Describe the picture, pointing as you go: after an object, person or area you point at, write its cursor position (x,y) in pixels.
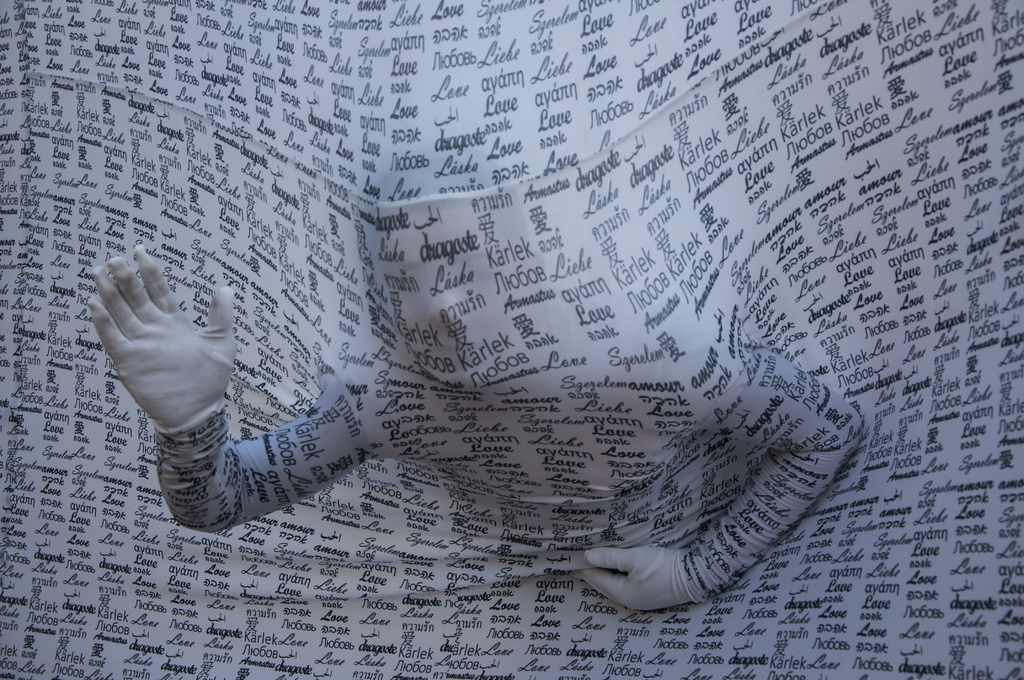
In this image there is a cloth (550,235). There is text (106,592) on the cloth (582,507). Behind the cloth (504,347) there is a person (528,381) bending forward.
